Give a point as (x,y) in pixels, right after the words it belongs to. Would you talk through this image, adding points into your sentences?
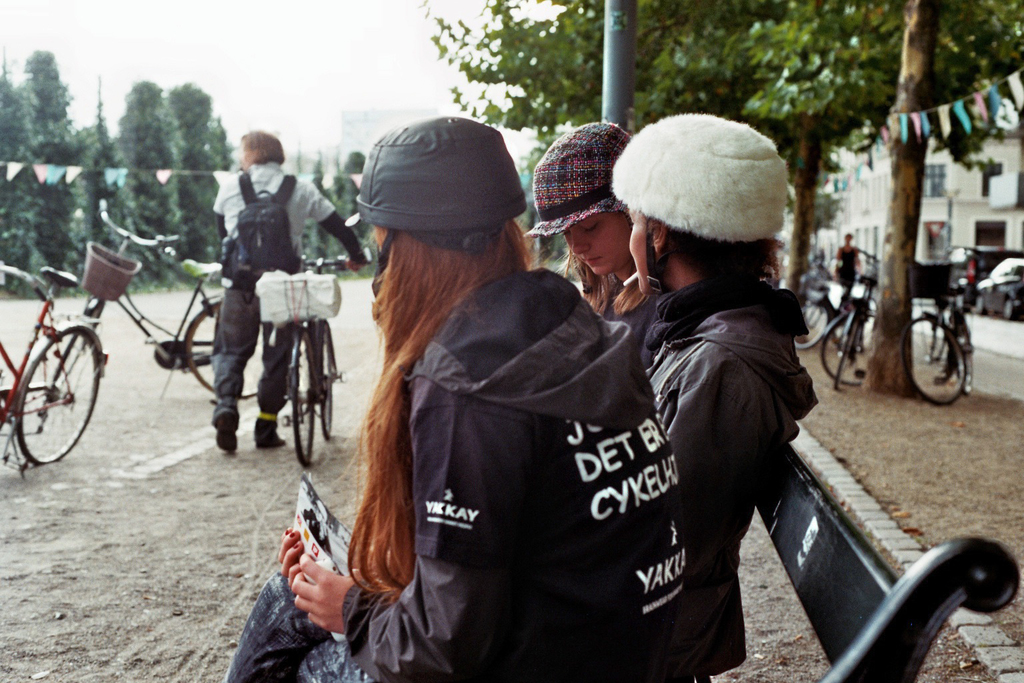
There are people (550,227) sitting on a bench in the foreground area of the image (661,383), there is a person (299,200) with a bicycle (344,260), trees (318,250), people (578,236), vehicles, bicycles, buildings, pole (620,99) and sky (400,74) in the background area (388,74).
